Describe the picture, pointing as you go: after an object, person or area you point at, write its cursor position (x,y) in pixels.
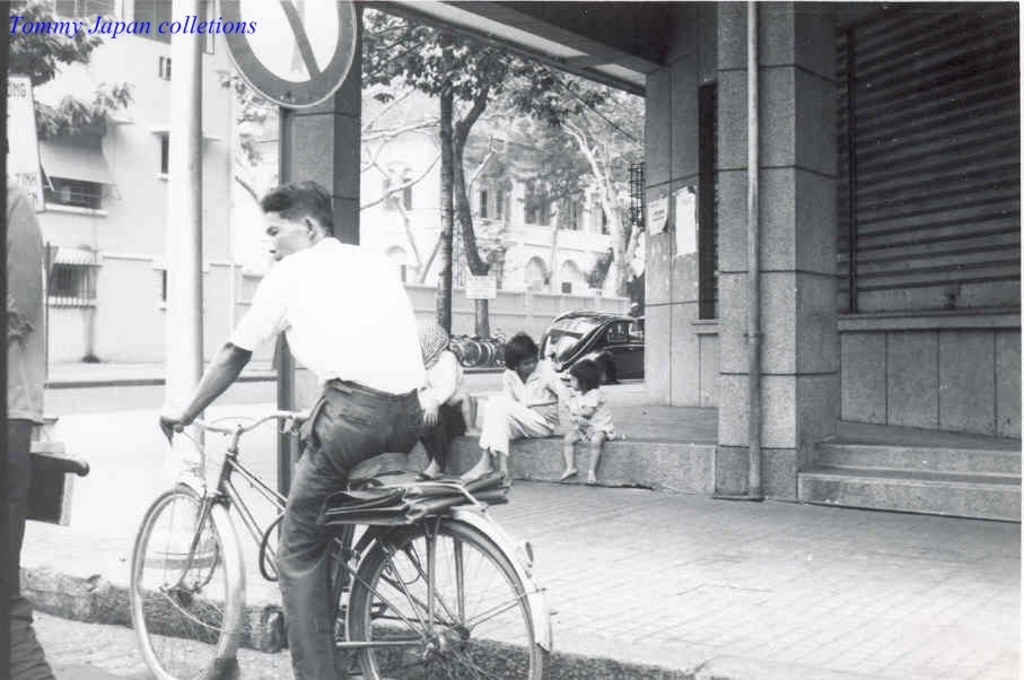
This image is clicked outside. In the front (340,484), there is a man (323,422) sitting on a bicycle (362,562). He is wearing a white shirt (306,325). To the right (918,229), there is a shutter (950,181) and pillar (808,340). In the background (96,188), there are trees (420,162) and buildings (413,174) and also cycles (476,357).
